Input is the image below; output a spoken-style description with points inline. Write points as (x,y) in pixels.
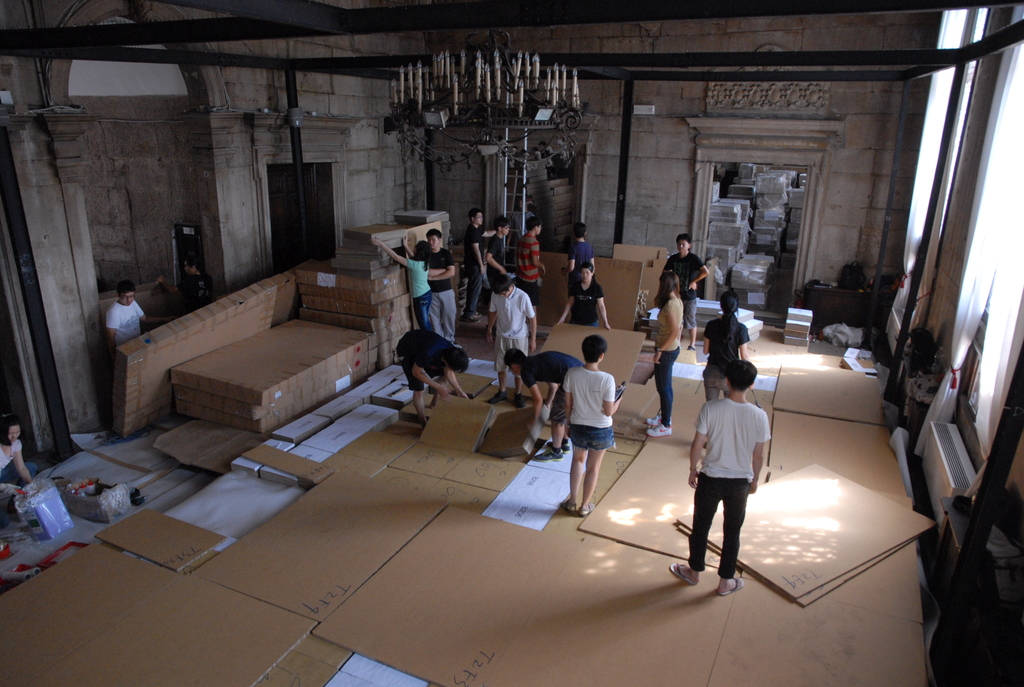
In this image, we can see a group of people (442,284), boxes (632,300), walls (142,268), ladder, poles (426,181) and few objects (13,495). Top of the image (485,96), we can see the chandelier (510,82). On the right side of the image (1013,322), we can see curtains (915,206). On the left side (64,528), we can see a woman (14,482) and few objects (62,496).
